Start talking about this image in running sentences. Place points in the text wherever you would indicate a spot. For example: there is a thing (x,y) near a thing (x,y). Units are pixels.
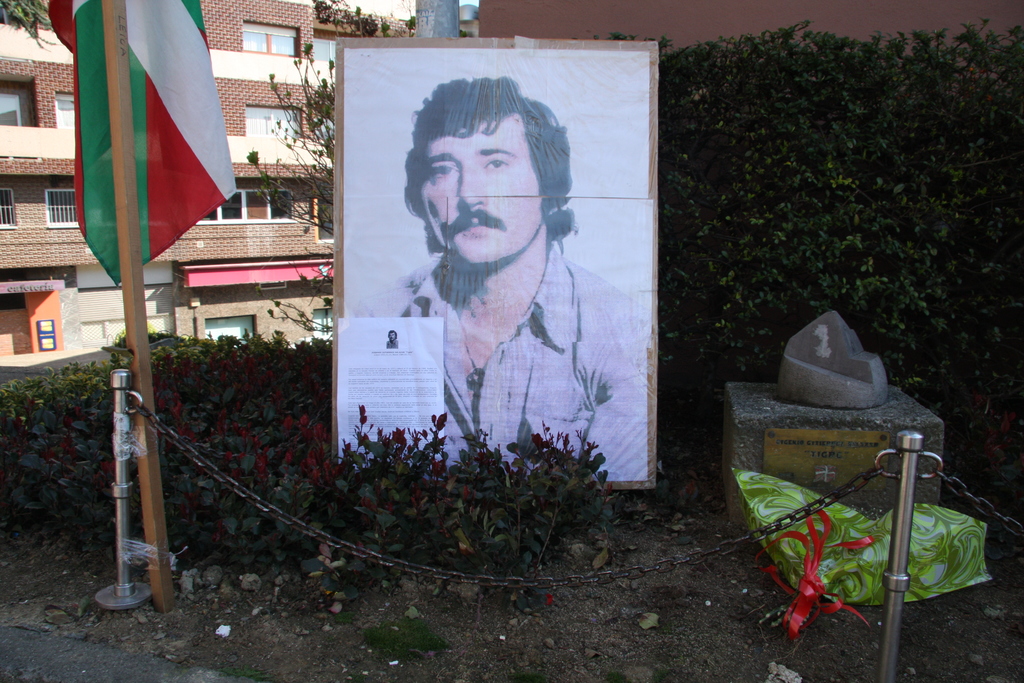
In this image I can see few papers (560,326) attached to the board (501,122) and I can also see the person (516,213) on the paper (596,313). In front (893,594) I can see few poles (905,589), plants (438,500) in green color and I can also see the flag (195,105) in red, green and white color and I can also see some object (840,509) in green color. In the background (283,127) I can see the building (253,206) in brown color.
